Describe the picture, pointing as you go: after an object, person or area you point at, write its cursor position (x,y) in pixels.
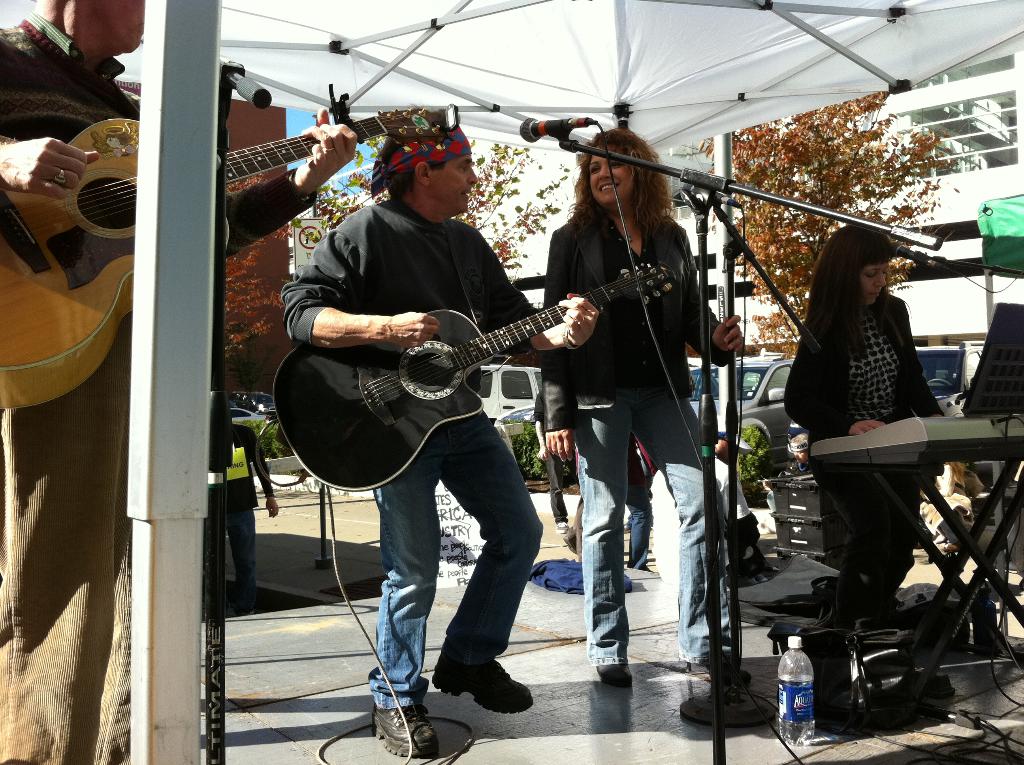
In this picture there is a man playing a guitar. There is a woman (596,434) standing. There is also another woman (869,430) who is playing piano (916,444). There is a person (84,118) holding a guitar (108,301). There is a mic (544,124). There is a tree (846,198), cars (754,405) and building (1006,279) at the background (803,280). There is a sign board (311,231). There is a bottle (801,710) and poster (458,565).
